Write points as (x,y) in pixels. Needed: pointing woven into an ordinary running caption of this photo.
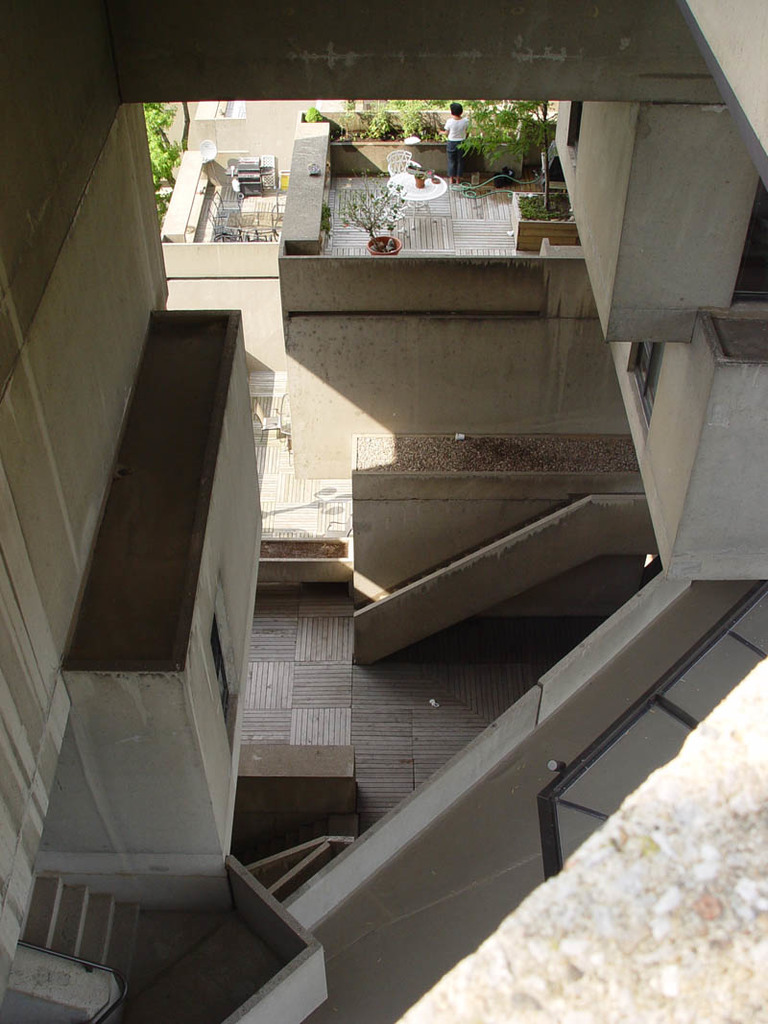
In this picture I can see there is a person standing on the roof (490,176) and there are plants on the roof (335,224). There is a building (205,579) here and there are stairs (103,936).
